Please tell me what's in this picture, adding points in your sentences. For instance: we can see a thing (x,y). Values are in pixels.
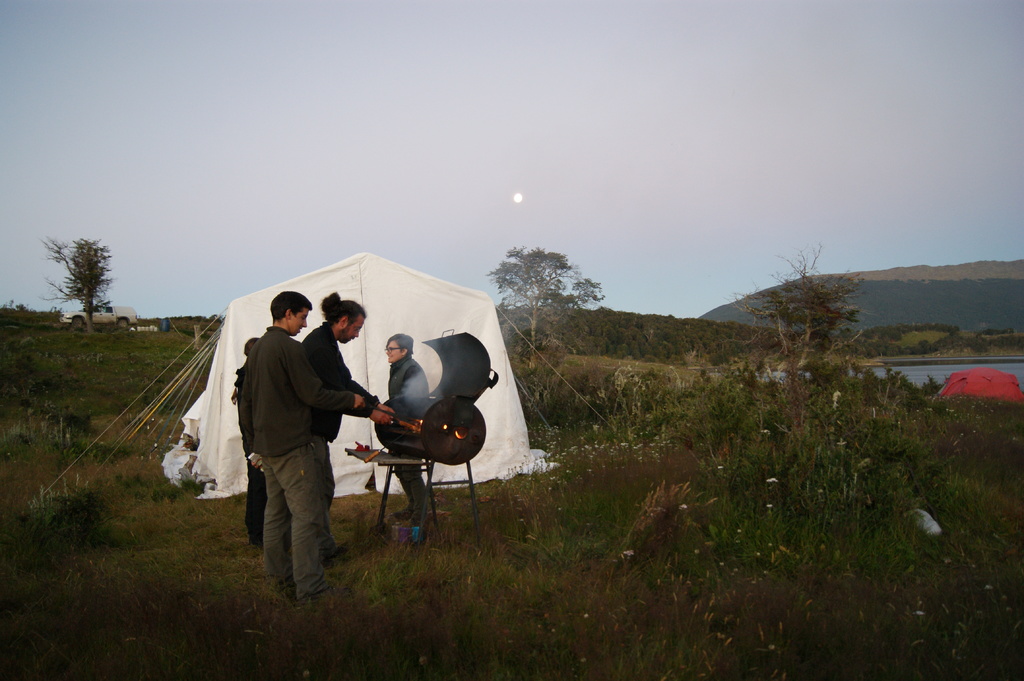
By seeing this image we can say some persons (292,438) are coming for camping. On the left side of the image (86,317) we can see a car (76,316) and a tree (92,285). In the middle of the image (400,352) we can see some persons (399,339) are preparing food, a tent (439,472) is there. On the right side of the image (886,417) we can see some water body (941,377), grass (712,571) and hill (908,275).
